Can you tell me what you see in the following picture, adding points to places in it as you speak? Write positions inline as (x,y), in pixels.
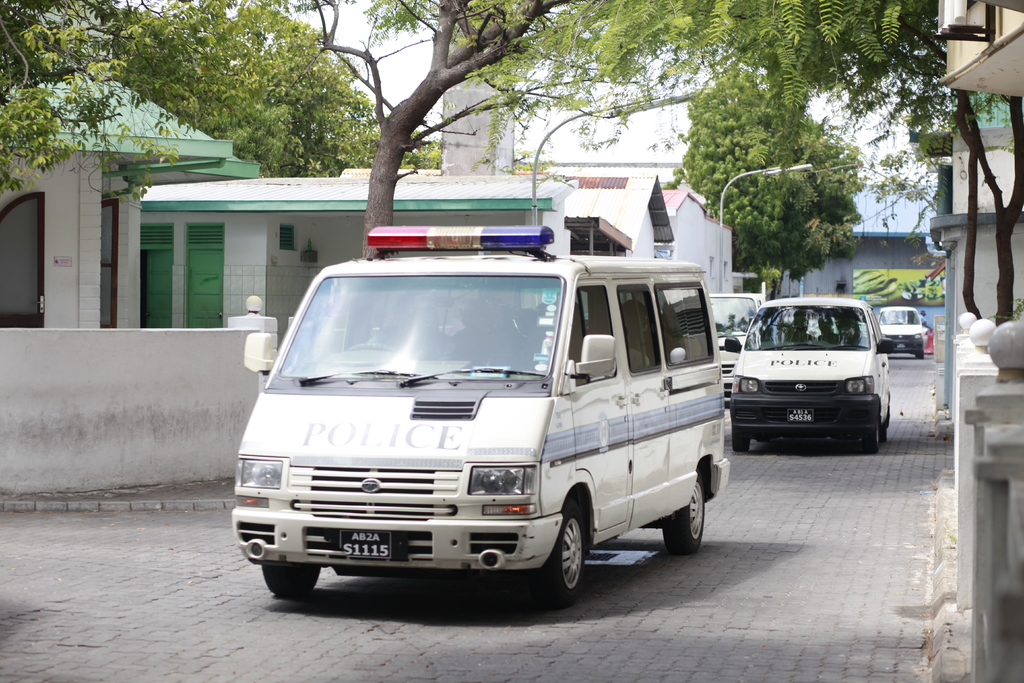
In this image I can see four vehicles (707,337) in the centre (529,334) and on the both side of it I can see number of buildings (286,202), few lights (1009,332) and few trees (500,103). In the background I can see few poles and few street lights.
